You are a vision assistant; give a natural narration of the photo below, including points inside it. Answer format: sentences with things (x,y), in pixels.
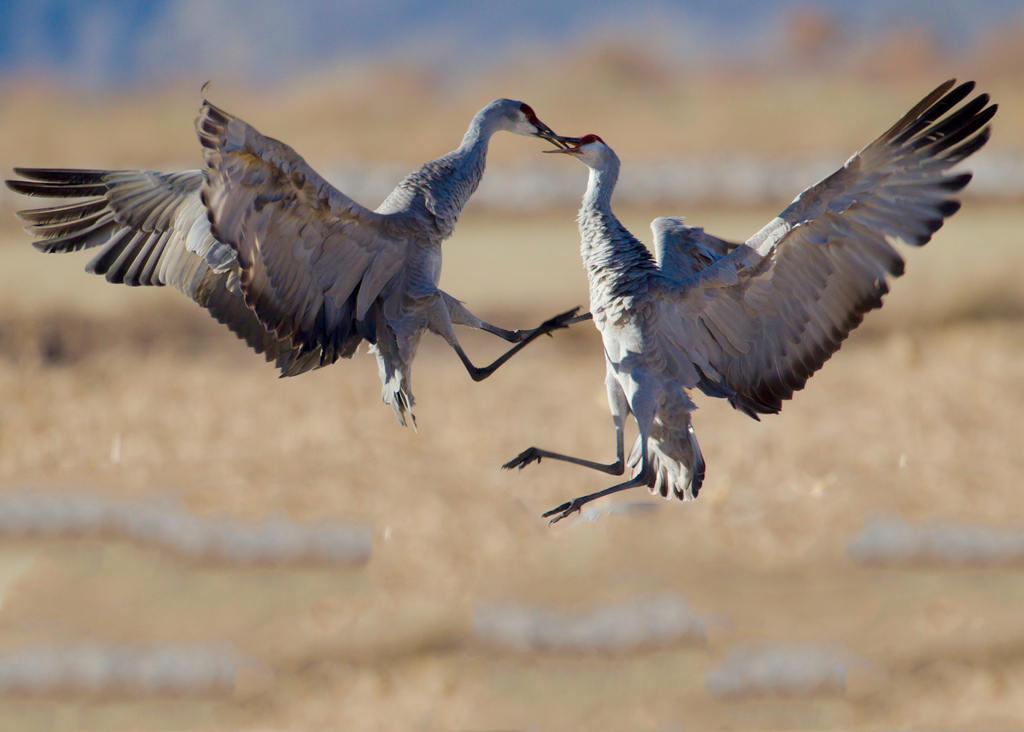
In this picture there are two birds (70,173) in the center of the image (494,327).
